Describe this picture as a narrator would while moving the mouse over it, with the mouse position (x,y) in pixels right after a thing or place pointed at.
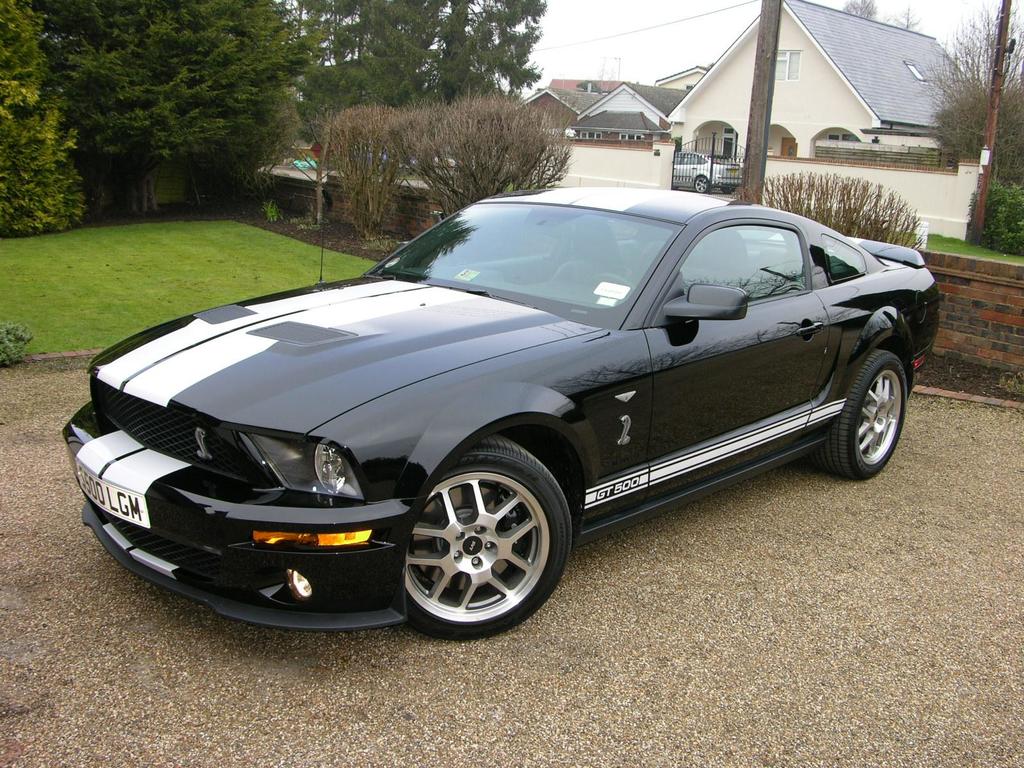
In the foreground of this image (536,536), there is a car (590,507) on the ground (486,707). In the background (468,170), there are trees (440,90), grassland (253,265), wall (634,164), a pole (759,160), few buildings (655,101) and the sky (597,47).
